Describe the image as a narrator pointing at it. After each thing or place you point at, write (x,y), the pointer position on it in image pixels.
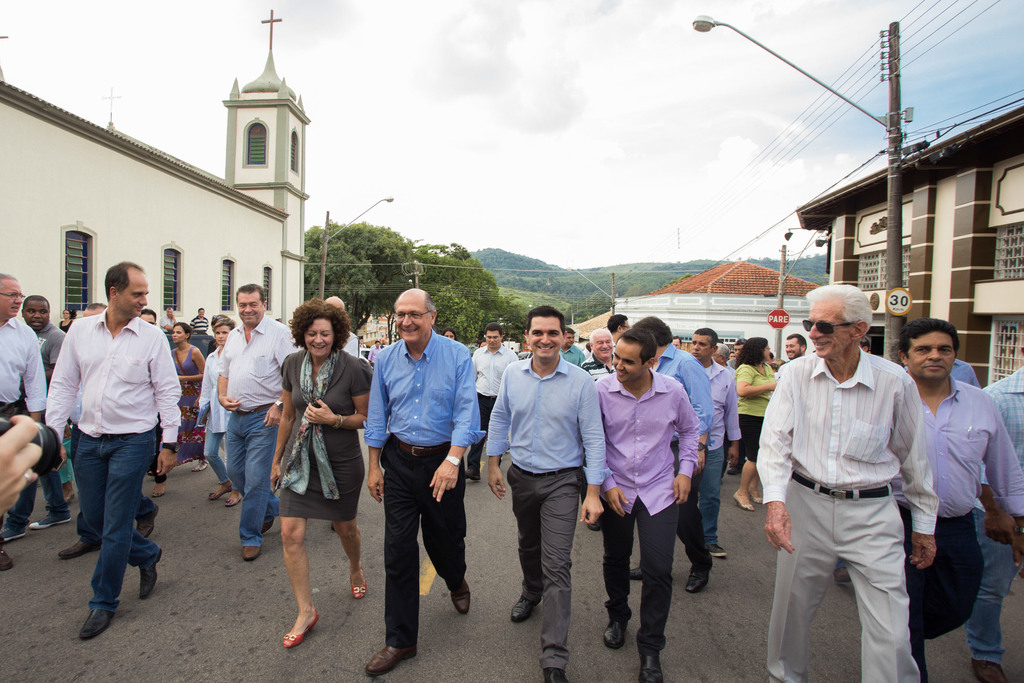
In this image we can see people (668,492) are walking on the road (945,670). There are houses (25,187), poles (893,327), boards (910,307), lights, wires (759,236), and trees (524,285). In the background (645,193) there is sky (604,113) with clouds (619,161).
